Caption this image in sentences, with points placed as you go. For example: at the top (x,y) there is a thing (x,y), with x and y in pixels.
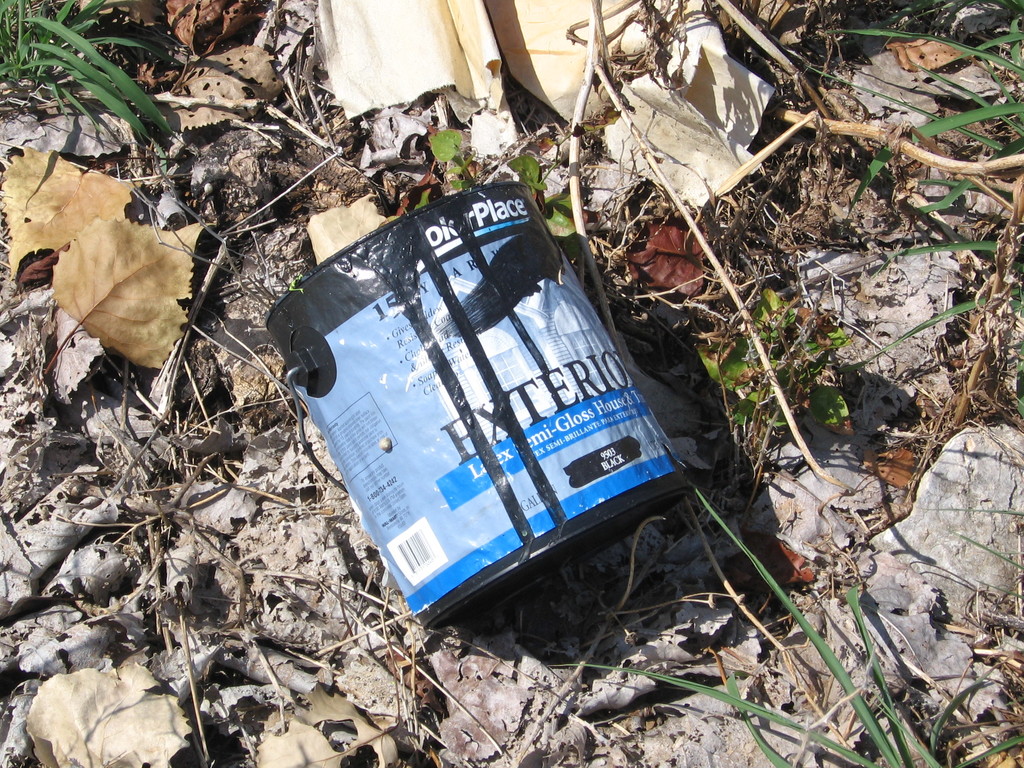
In this picture we can see a tin (456,494), dried leaves (138,259), sticks (166,398), grass (994,114) and some objects (530,43) on the ground (250,267).
